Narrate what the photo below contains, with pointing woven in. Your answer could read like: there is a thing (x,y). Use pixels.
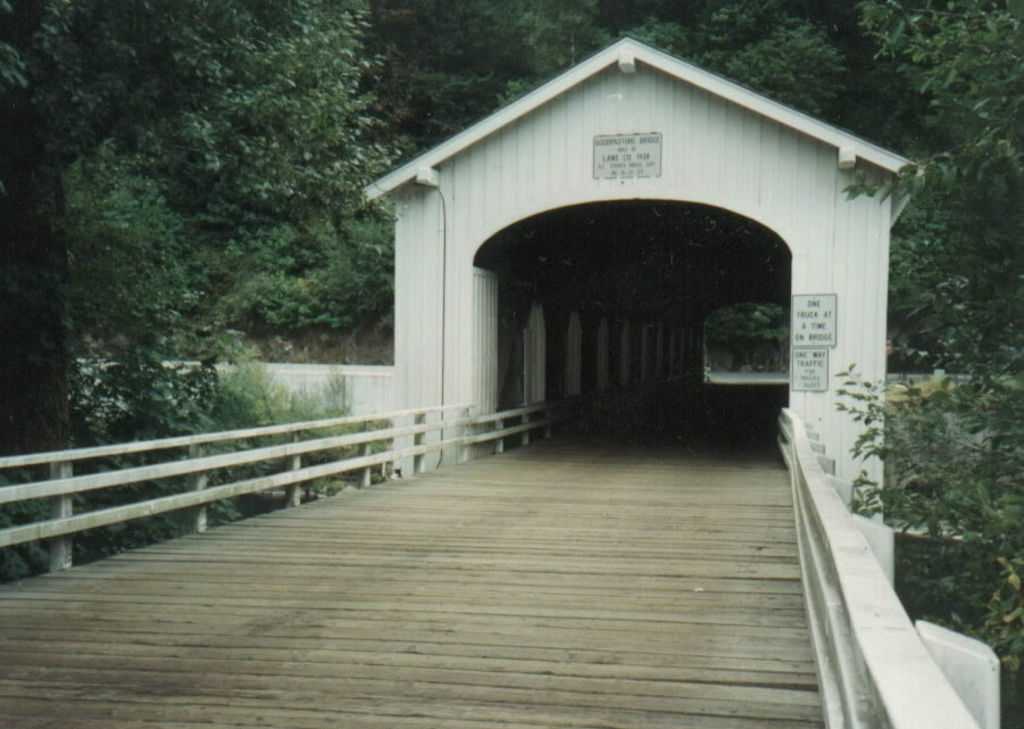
In this image I can see a path (600,563) and a tunnel (812,422) in the center (509,465). I can also see few boards (824,297) and on these boards (799,379) I can see something is written. Both side of the tunnel (837,290) I can see number of trees (890,458).
